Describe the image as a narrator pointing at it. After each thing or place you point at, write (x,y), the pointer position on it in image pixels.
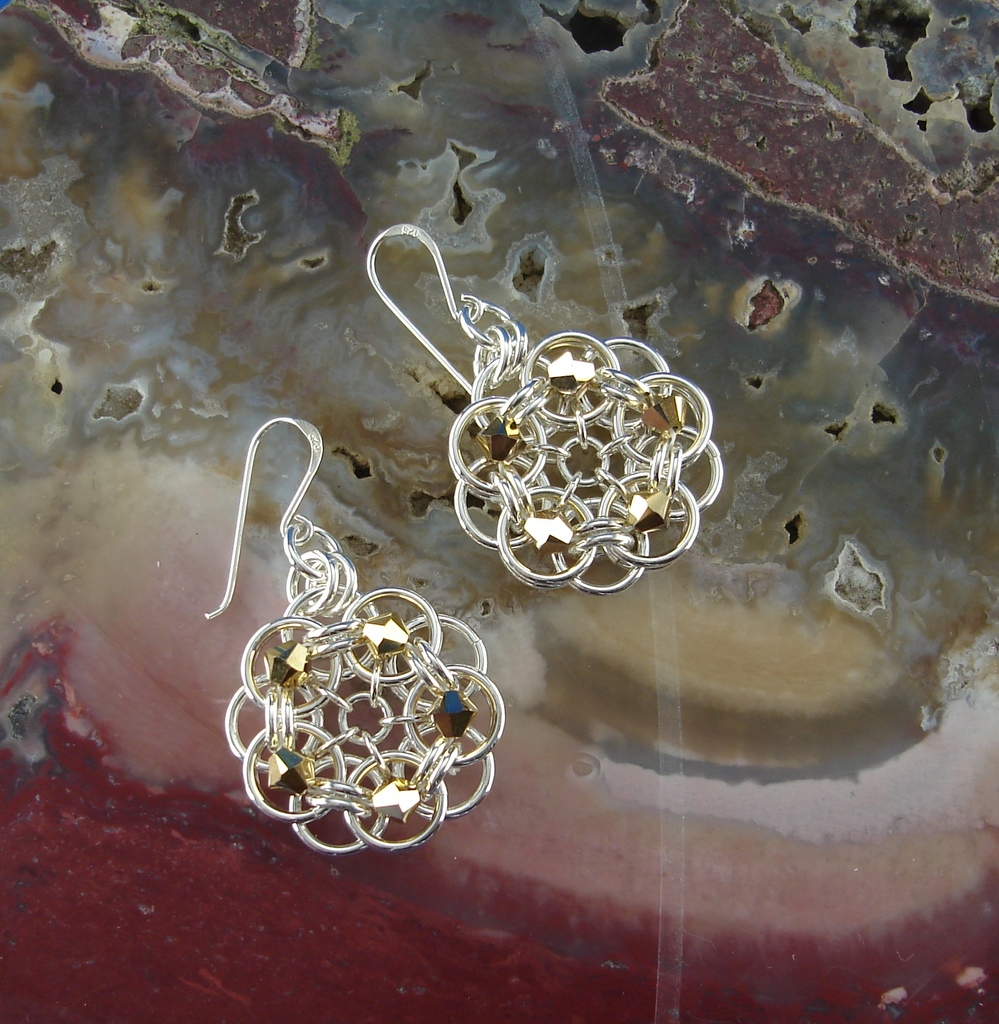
In the image, we can see a pair of earrings (331,794) with a gold color stones (283,663).
